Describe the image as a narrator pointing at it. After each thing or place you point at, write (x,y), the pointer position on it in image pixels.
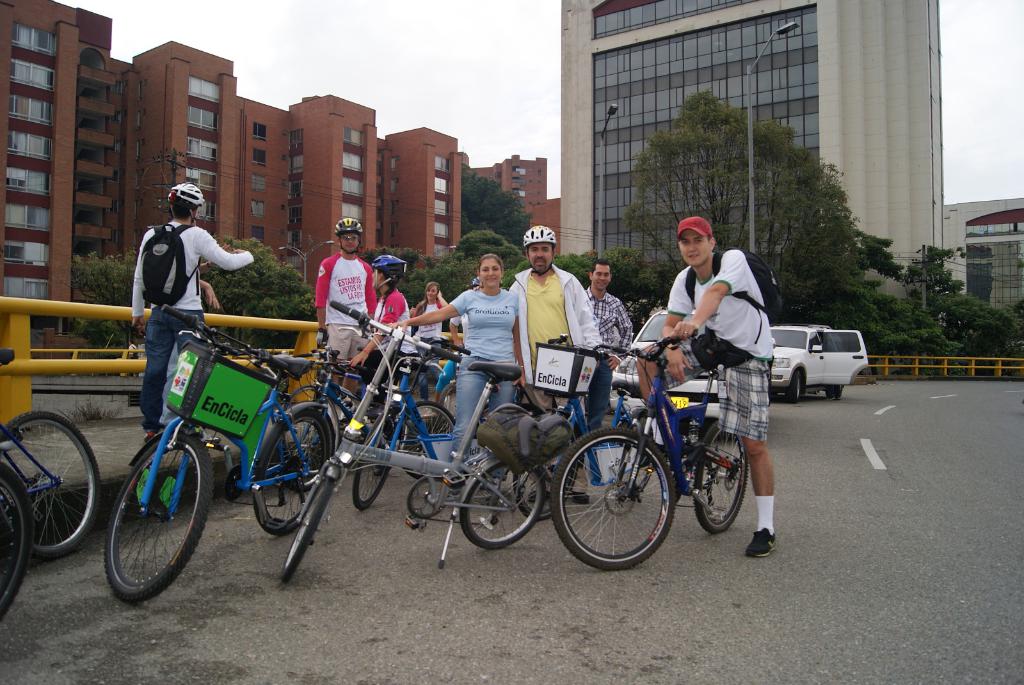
This picture describe about the group of boys (695,271) and girl (499,358) are planning to do the bicycle ride and standing on the bicycle (276,381), on the left (168,282) we can see a boy (187,243) wearing helmet (193,197), white t-shirt (199,247) and backpack (143,288) on the back (187,264) and pointing a hand (252,260) on the red color building (268,142). Beside there is red building (234,148) we can see a glass mirror building (867,184) and some tree (775,170) and street light (751,146). On the right (920,372) we can see a yellow pipe railing (932,367) and white car (802,370) parked on the road (904,513).
